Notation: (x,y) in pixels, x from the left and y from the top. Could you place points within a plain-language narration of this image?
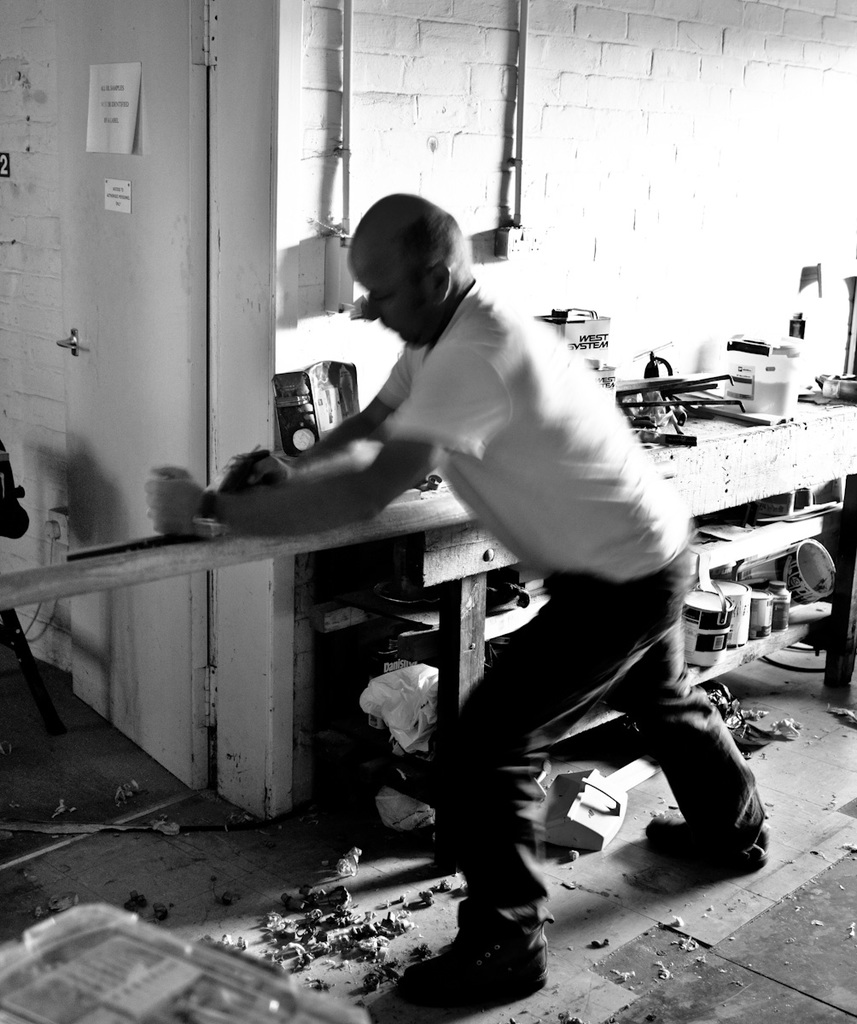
In this picture there is a man (528,698) who is wearing t-shirt (618,513) and shoe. He is removing the chips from the wood (414,530). On the table (845,471) i can see the holder (756,357), hammers (655,419) and other objects (682,442). Below the table (739,653) I can see some cans (748,601). On the left (129,190) there is a door (97,159) near to the wall (18,265). At the top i can see the sockets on the brick wall (406,21).
